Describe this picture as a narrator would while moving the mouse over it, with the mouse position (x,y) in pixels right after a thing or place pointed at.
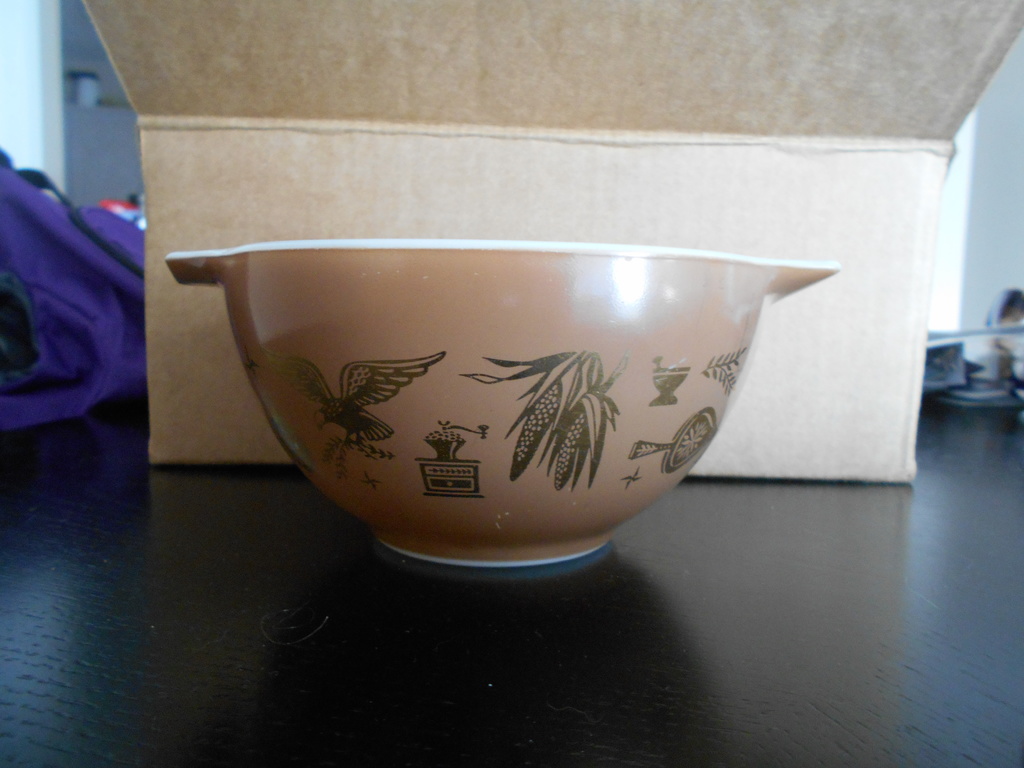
In the image we can see the bowl (510,382), pale brown in color and design (443,427) on it. Here we can see carton box (531,155) and black surface (399,665).
